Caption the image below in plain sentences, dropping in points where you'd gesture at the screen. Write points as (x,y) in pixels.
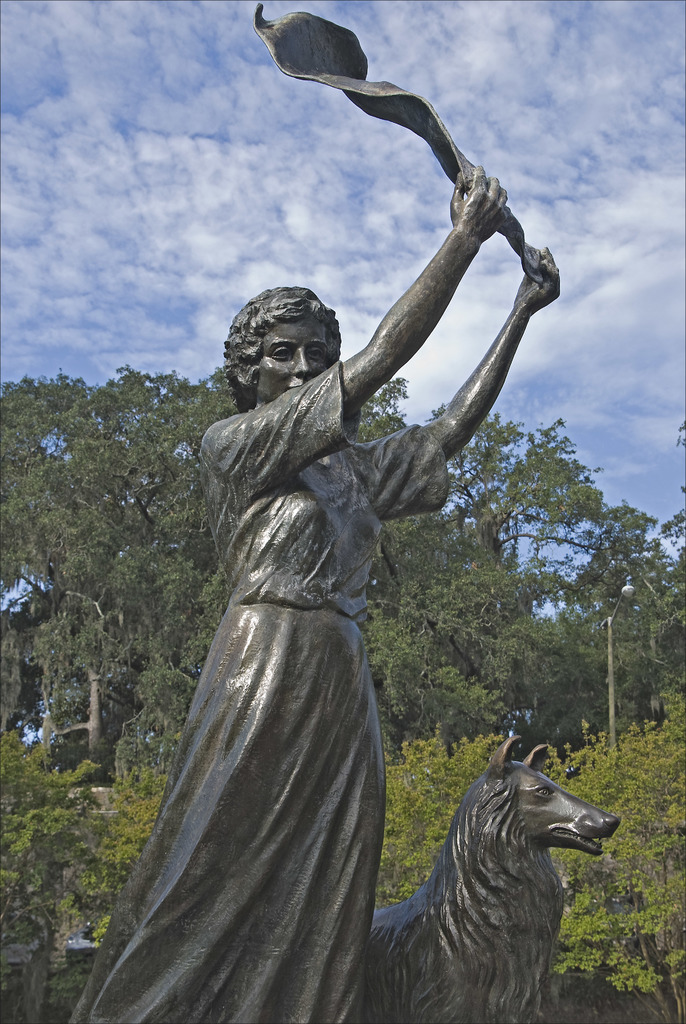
In this image we can see statues (347,585), bushes (417,835), trees (173,616), street poles (612,618), street lights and sky (522,167) with clouds (102,200).
